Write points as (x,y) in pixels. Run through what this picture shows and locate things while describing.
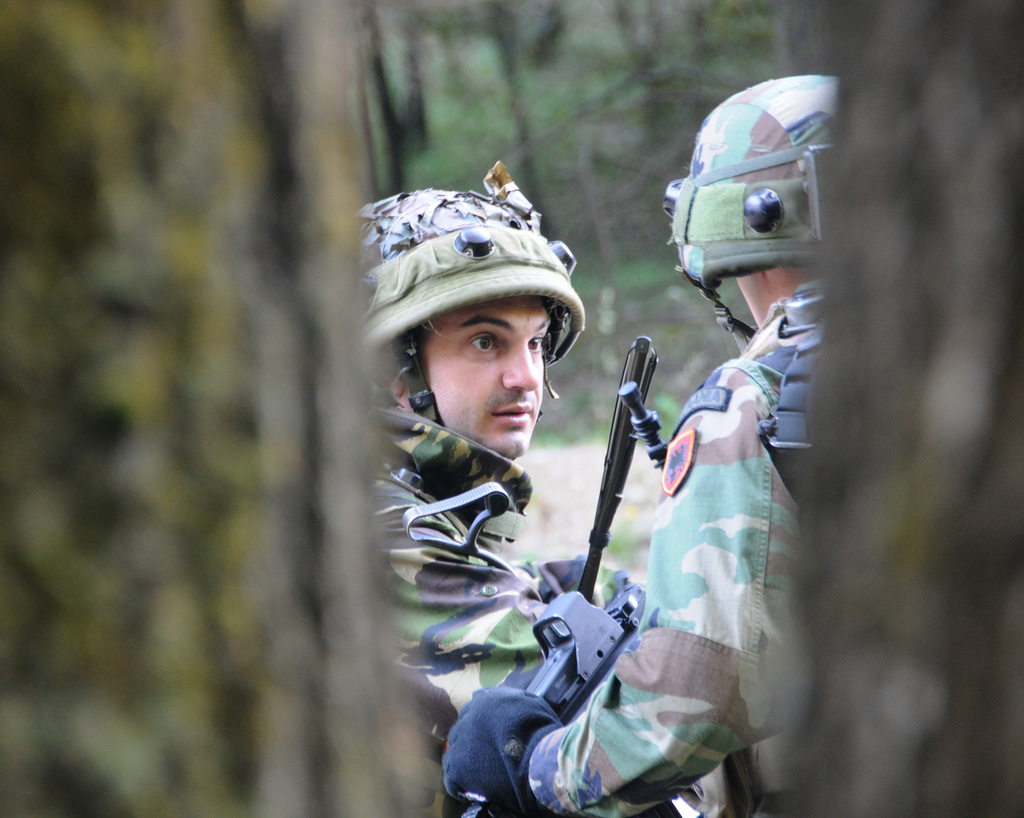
In this image we can see the two persons (518,372) wearing the military uniforms (755,735). We can also see the weapons (609,502) and also the trees (517,81). Some part of the image is blurred.
